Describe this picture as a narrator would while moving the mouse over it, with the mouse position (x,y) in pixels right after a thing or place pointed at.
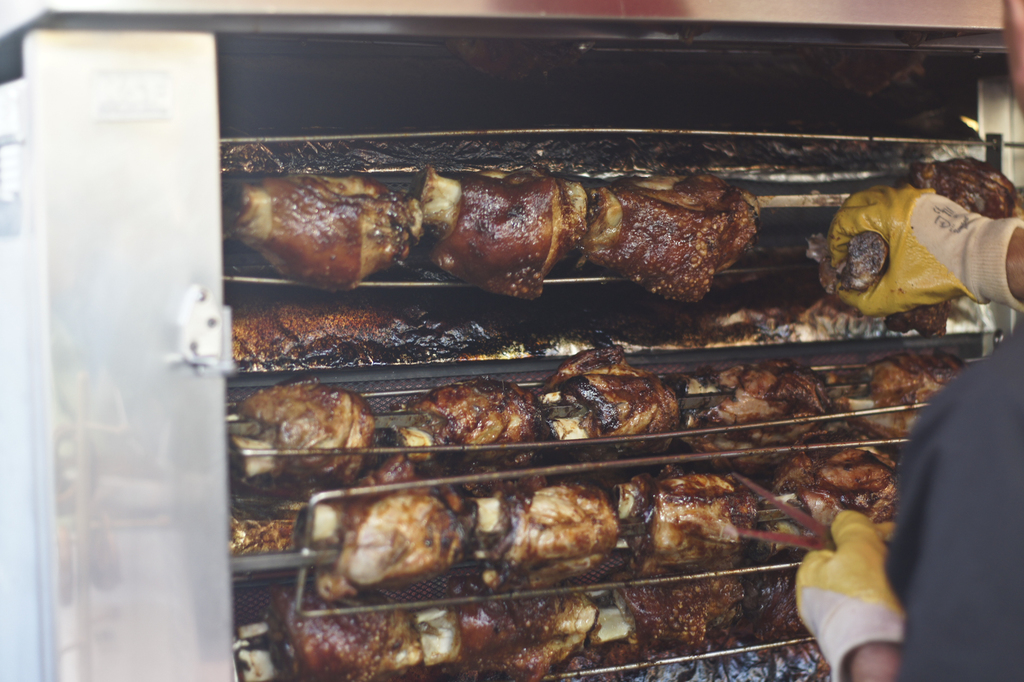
This picture shows meat (581,388) in the oven (692,145). We see a man (989,383) holding meat (853,279) in his hand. He wore gloves (929,243) to his hands (880,305).
